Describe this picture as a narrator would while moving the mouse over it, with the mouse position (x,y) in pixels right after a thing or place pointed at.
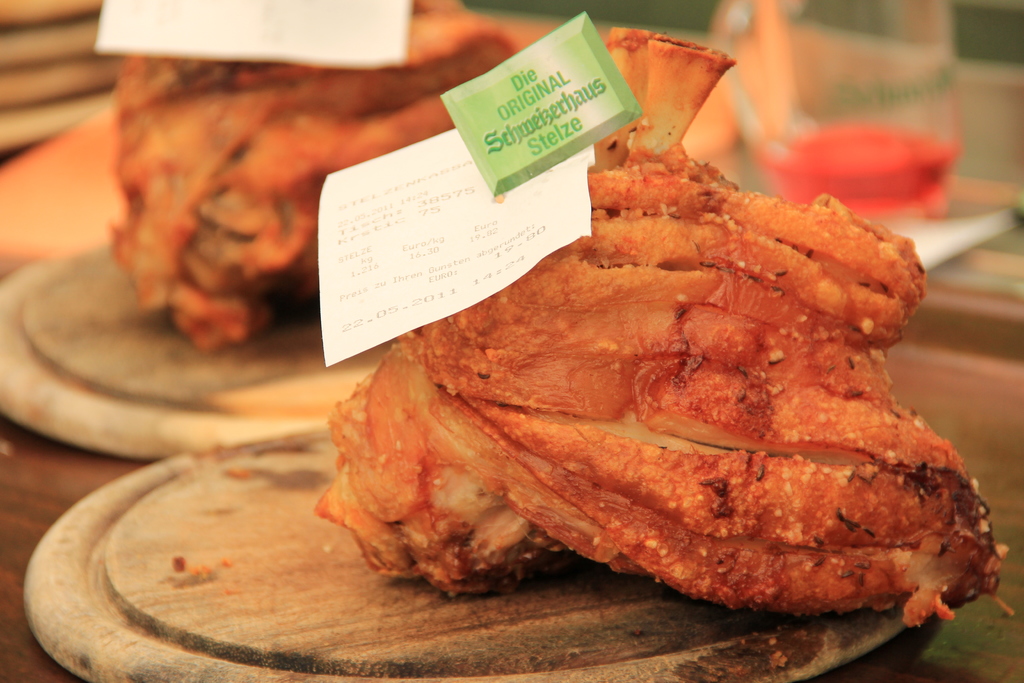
In this picture there is a piece of pork (747,298) in the center of the image (536,275), on the wooden tray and there is another piece (363,139) and a glass (820,110) in the background area of the image (252,123), there is a label (588,223) on it.
